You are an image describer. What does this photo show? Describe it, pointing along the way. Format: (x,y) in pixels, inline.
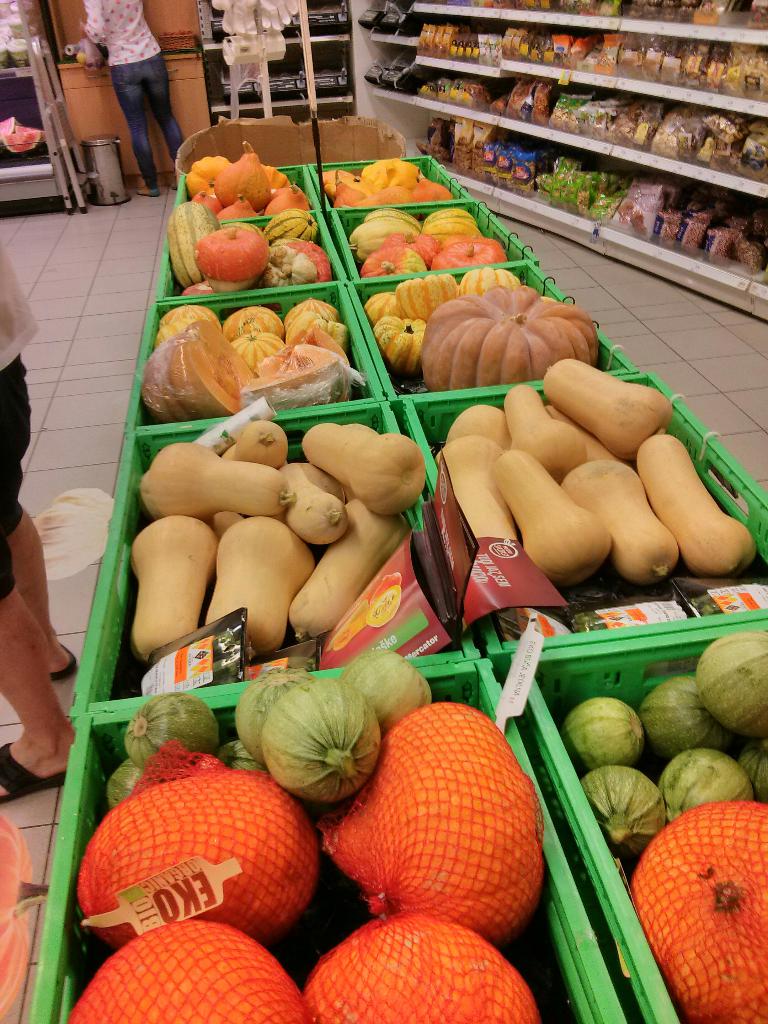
As we can see in the image there are tiles (88,315), baskets (175,297), racks (322,71) and different types of vegetables (392,526). There are two persons (144,70) standing, a dustbin (99,175) and there is wall (173,20).
